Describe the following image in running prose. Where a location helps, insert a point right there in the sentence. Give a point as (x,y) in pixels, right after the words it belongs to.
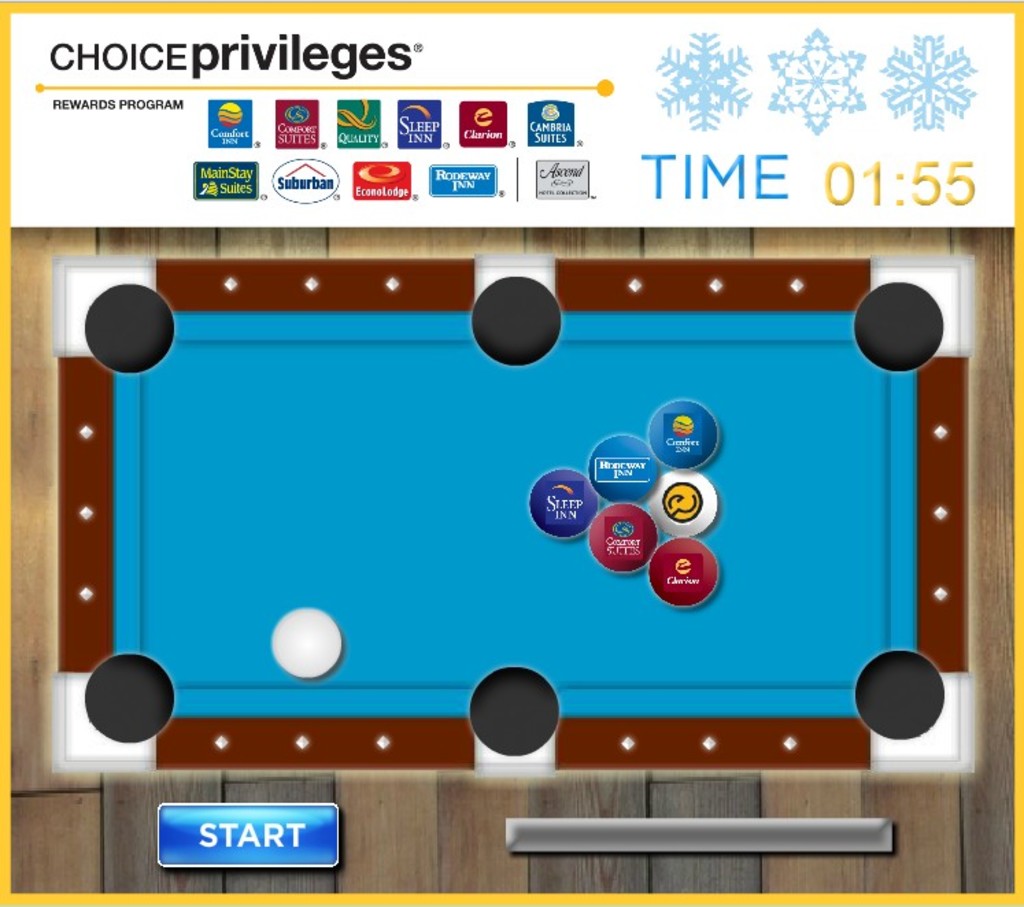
In this image we can see a game (411,571) on the screen (603,293).
